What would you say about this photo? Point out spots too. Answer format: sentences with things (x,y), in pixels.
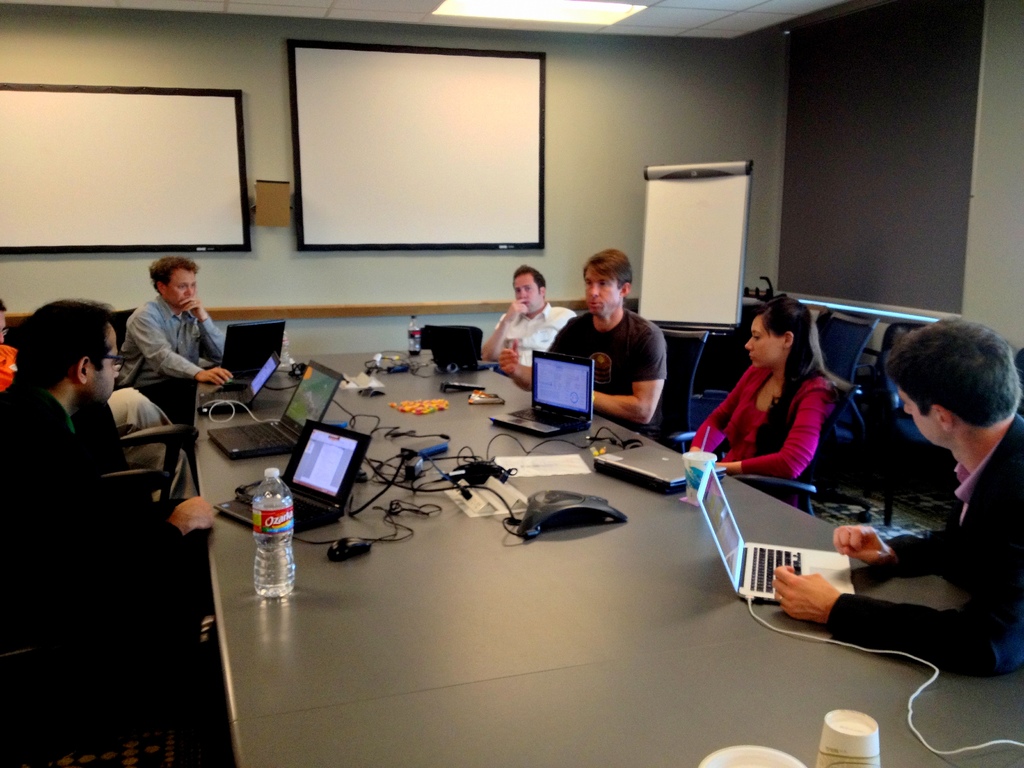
In this picture we can see there are groups of people (830,410) sitting on chairs (684,379) and in front of the people (157,350) there is a table (581,685) and on the table (596,692) there are bottles (260,522), laptops (578,394), cables (451,480), cups (825,734) and other things (380,390). Behind the people (35,504) there is a wall (637,283) with white boards (691,249) and on the top (571,11) there is a ceiling light (589,21).
